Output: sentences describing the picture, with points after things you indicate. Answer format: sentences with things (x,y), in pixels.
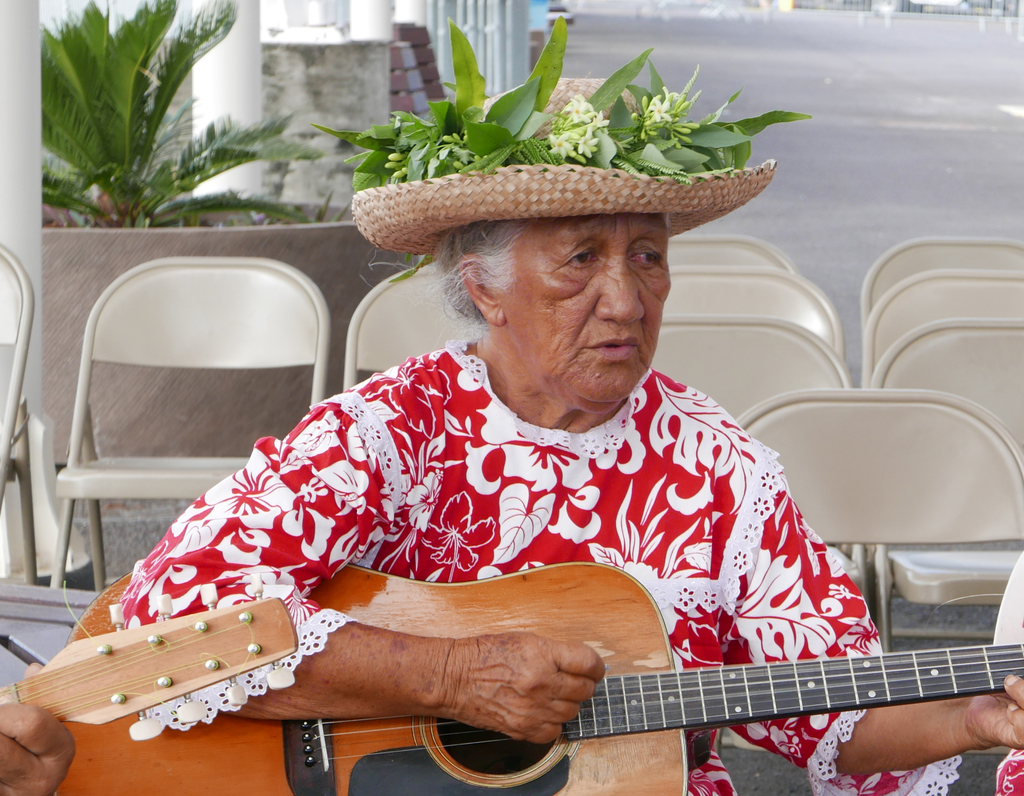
In this picture we can see a person (675,522) who is playing guitar (662,721). She wear a hat (566,98). And these are the chairs (913,403). On the background (665,35) we can see a plant (293,214) and this is road (921,129).
